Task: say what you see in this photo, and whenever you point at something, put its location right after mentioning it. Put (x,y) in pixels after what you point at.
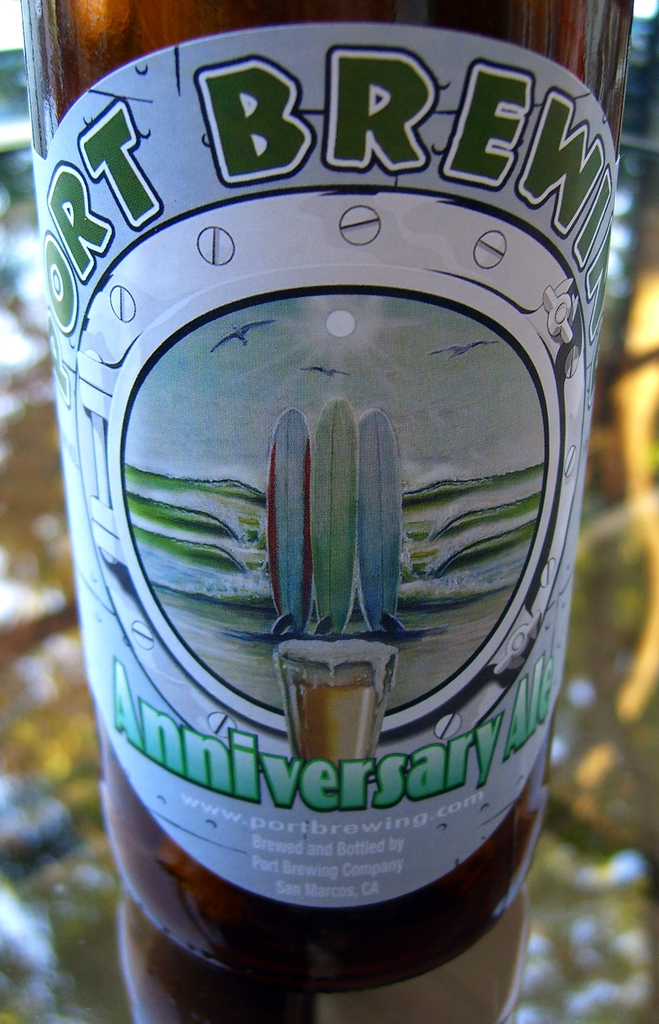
In this image we can see a bottle (360,518) which is on table (39,756) is of brand port brewing.
